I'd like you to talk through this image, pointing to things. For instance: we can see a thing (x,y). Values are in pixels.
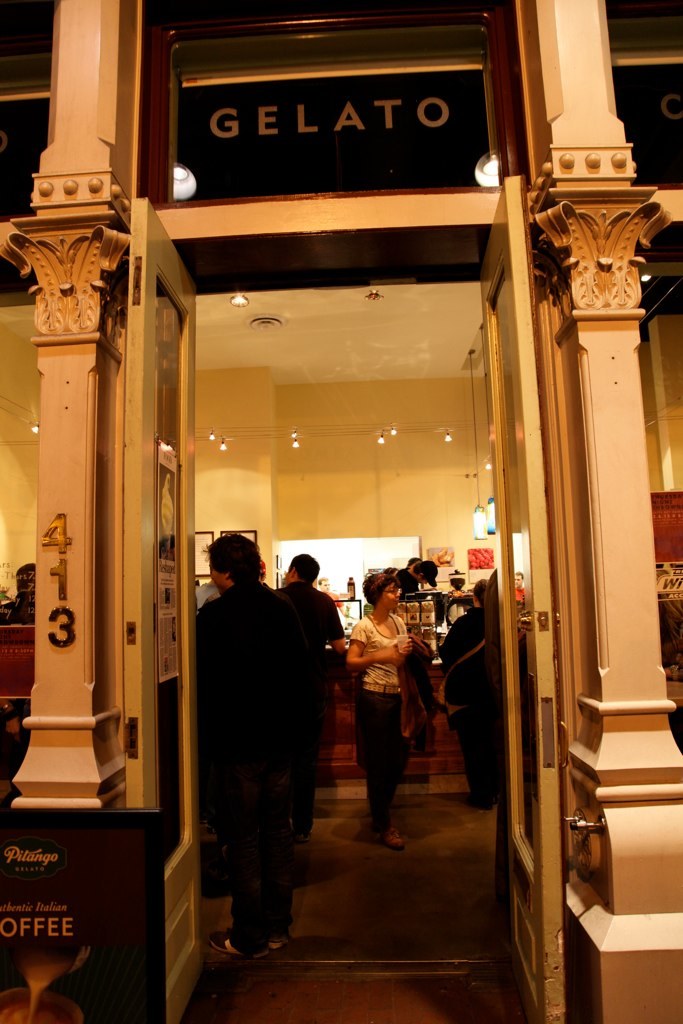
This picture is inside view of a room (400,494). In this image we can see pillars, door (173,899), some persons (352,643), table (343,674), bottles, lights (480,535), wall (375,470), roof (375,375) are there. At the bottom of the image (342,967) floor (378,993) and board (93,848) are present.
